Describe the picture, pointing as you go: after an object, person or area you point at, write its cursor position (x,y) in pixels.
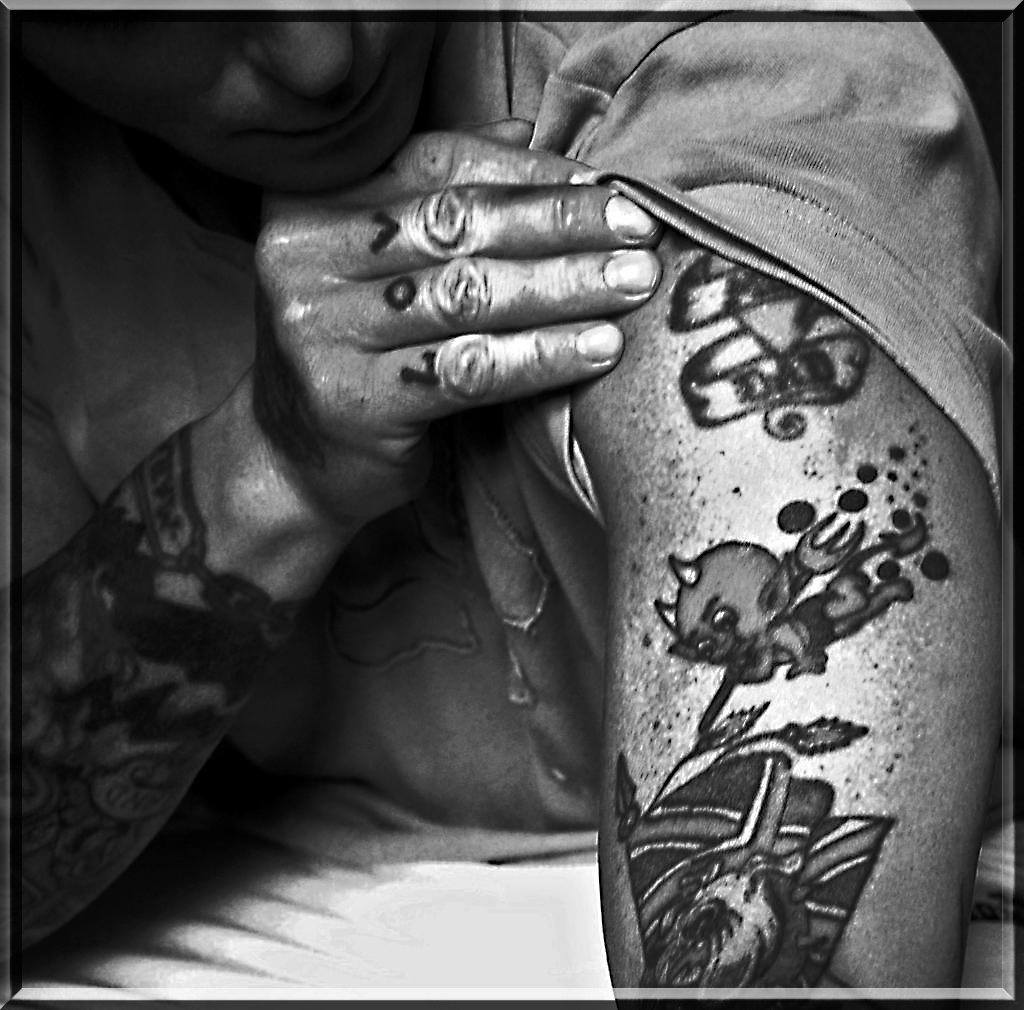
In this picture we can see tattoos (211,591) on the hands (374,326), and it is a black and white photography.
